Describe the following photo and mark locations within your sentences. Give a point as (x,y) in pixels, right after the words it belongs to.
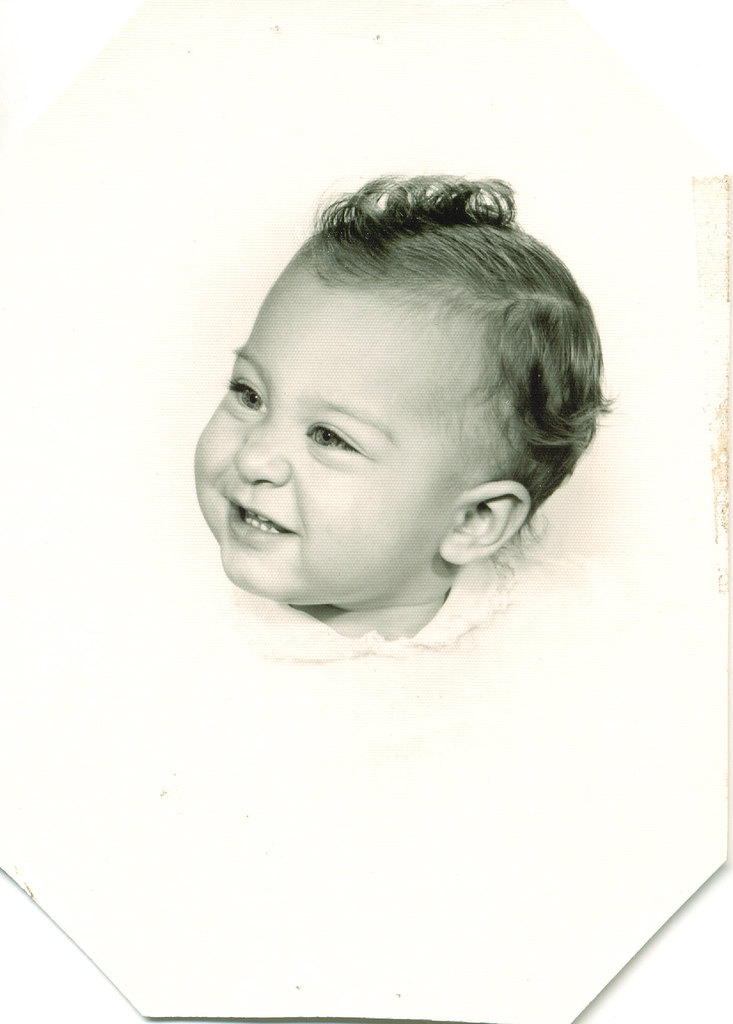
It is a black and white image and in this image we can see a kid (203,448) smiling and this image is a frame.
